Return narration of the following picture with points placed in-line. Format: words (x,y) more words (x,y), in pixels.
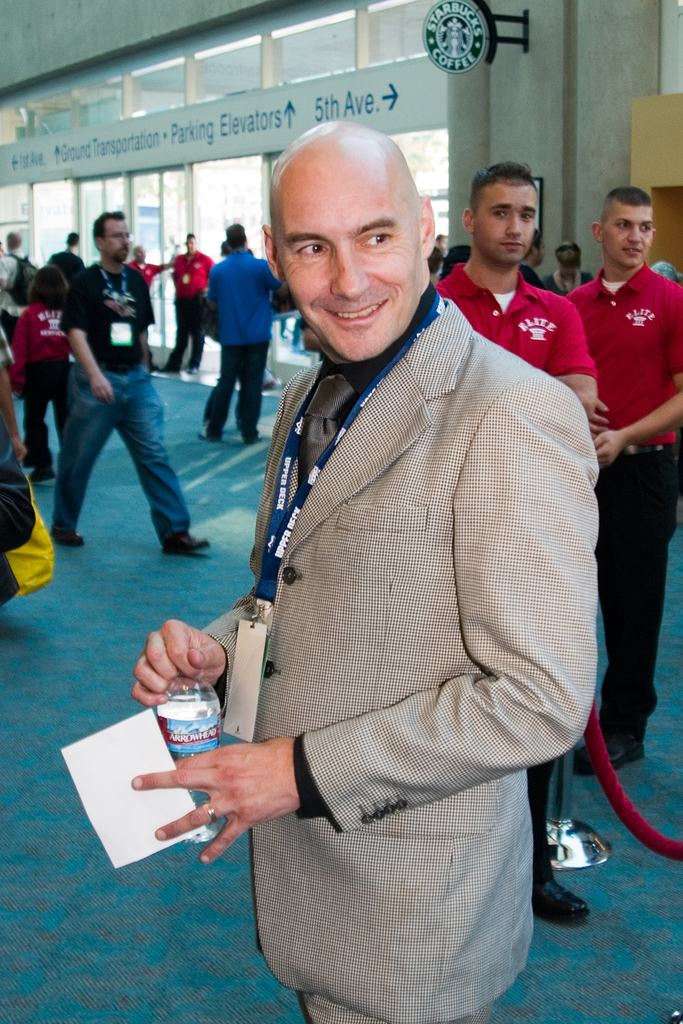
In this picture we can see a man (305,649) wore a blazer (384,472), id card (274,565), smiling, standing, holding a paper (119,763), bottle (204,750) with his hands (183,818) and at the back of him we can see a group of people (8,280) on the floor (202,485), name boards (360,93), wall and some objects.
